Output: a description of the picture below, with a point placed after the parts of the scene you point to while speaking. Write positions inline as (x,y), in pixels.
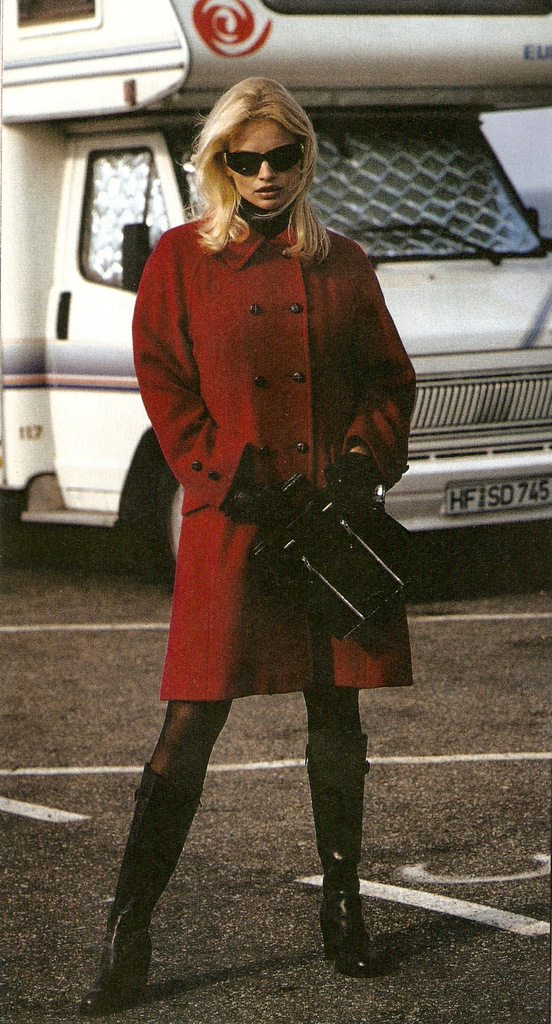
In this image there is a woman (295,399) in the middle (239,579) who is standing on the floor (206,931). She is wearing the red color dress (229,352). In the background (90,195) there is a truck (63,190).
